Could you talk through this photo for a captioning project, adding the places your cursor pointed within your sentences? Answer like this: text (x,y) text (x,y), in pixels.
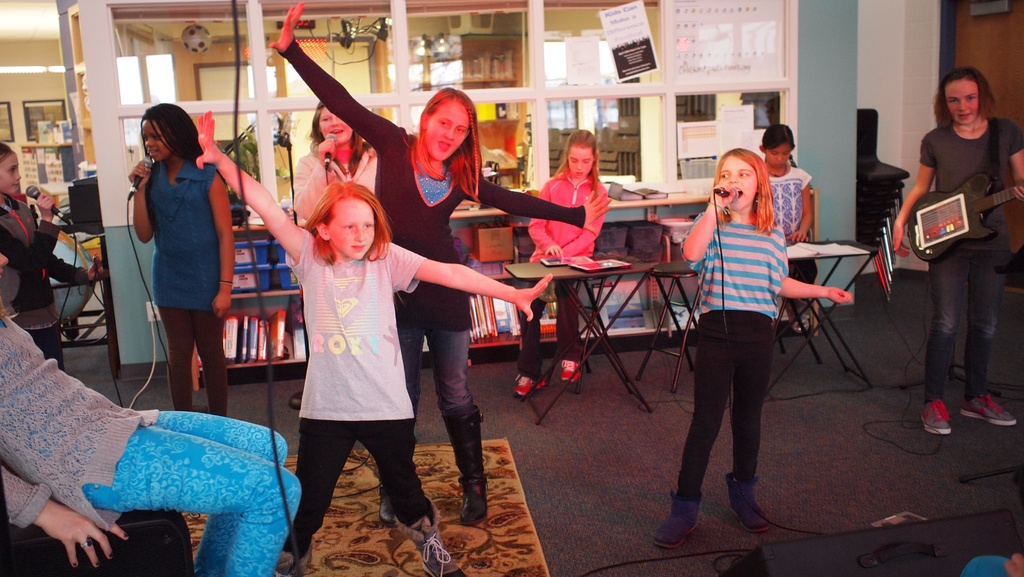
In this image few people (410,307) are dancing, few are singing, few are playing musical instrument (973,220). In the background (671,301) there are tables (616,286) and chairs (661,286). In the floor (597,407) there is carpet (493,441).
